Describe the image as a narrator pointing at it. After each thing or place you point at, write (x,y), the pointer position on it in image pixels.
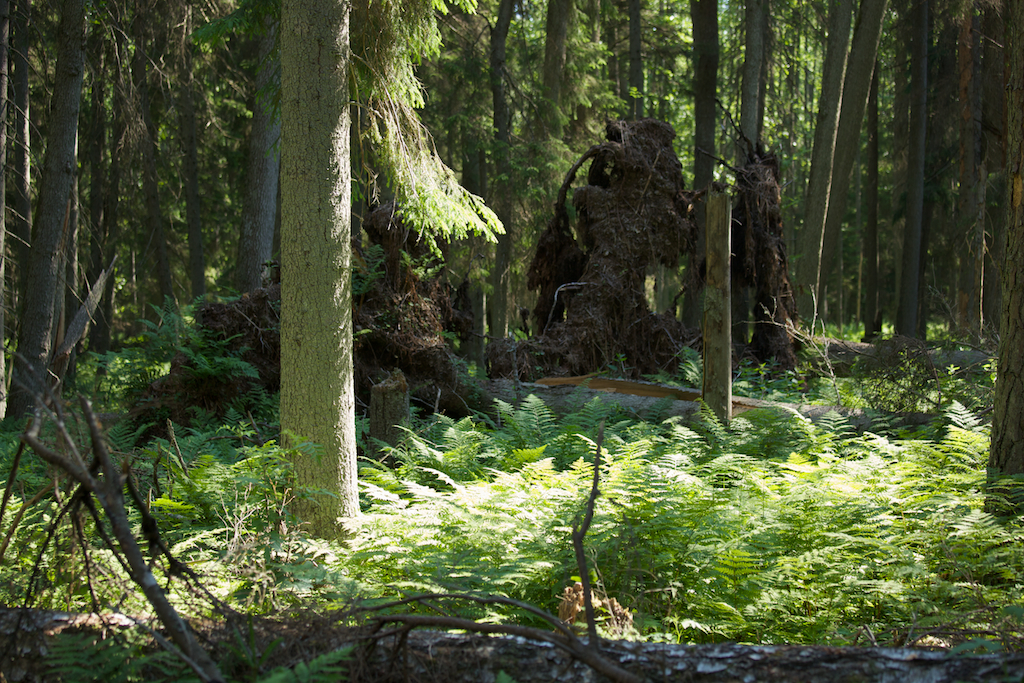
In this image I can see few plants (625,507) which are green in color and few trees (413,159). I can see few fallen trees (570,654) which are brown in color.
